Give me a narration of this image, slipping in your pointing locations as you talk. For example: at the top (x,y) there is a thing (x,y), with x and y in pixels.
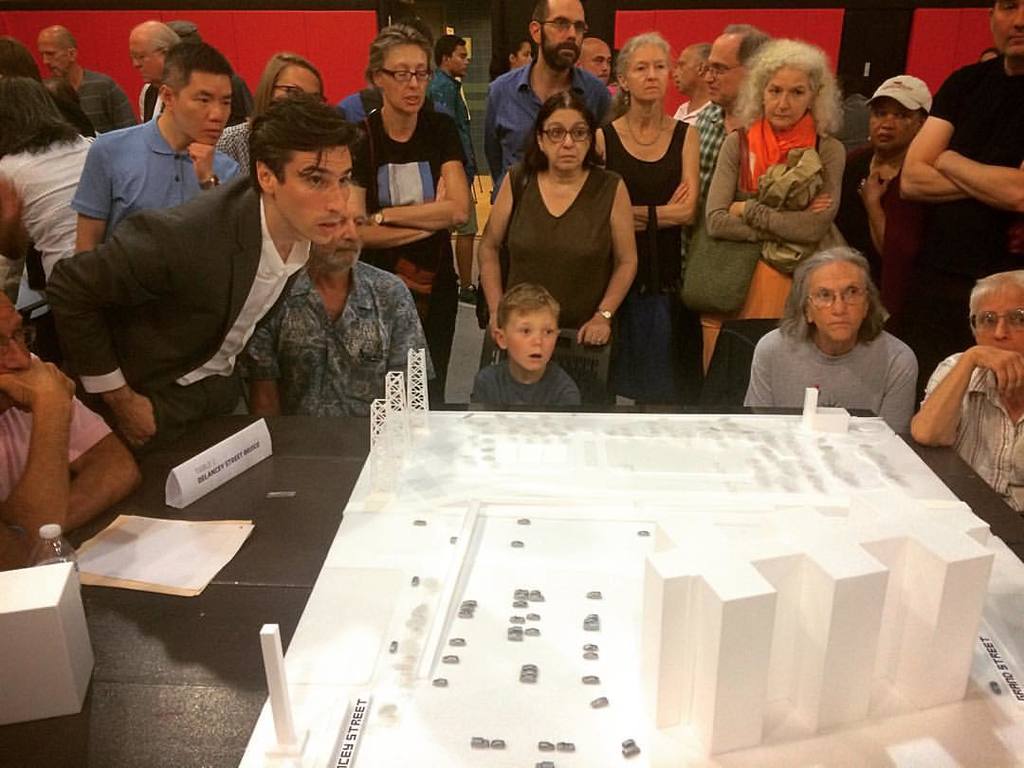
In the picture we can find a set of people (120,195) near the table (57,766). On the table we can find some constructions (530,475), and in the background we can find a red coloured wall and door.
